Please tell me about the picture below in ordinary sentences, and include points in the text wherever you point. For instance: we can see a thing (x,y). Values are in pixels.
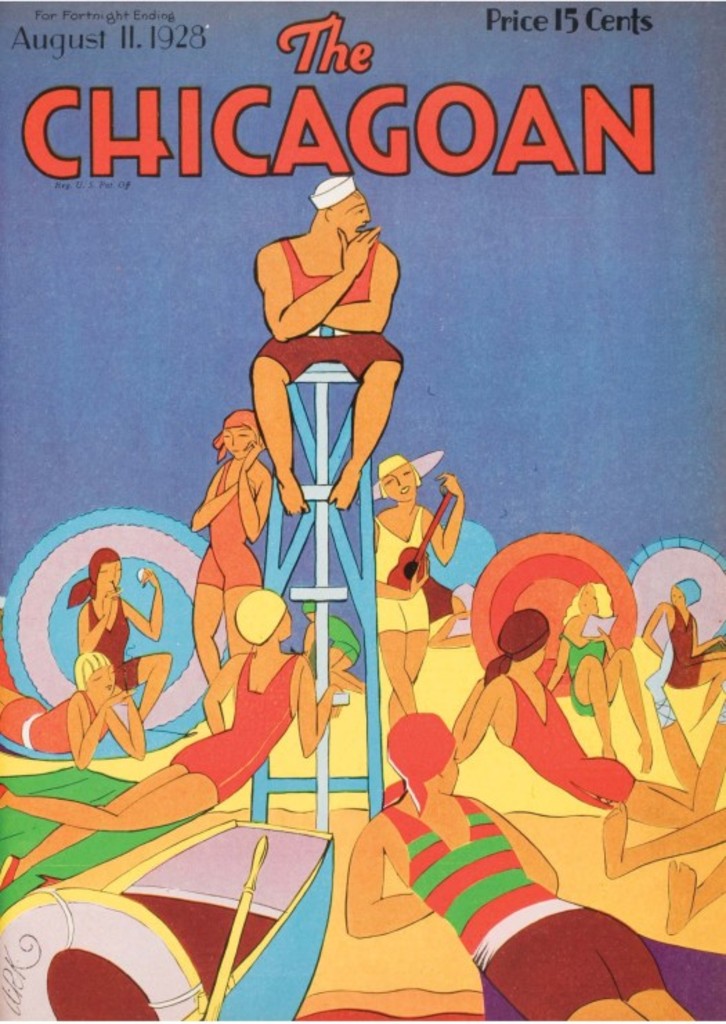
In this image there is a cover page (384,370) with some text (142,139) at the top (130,147). There are people (349,882) wearing swimsuits (474,855). There is boat (212,937). There are tubes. There is a stool (345,432).
